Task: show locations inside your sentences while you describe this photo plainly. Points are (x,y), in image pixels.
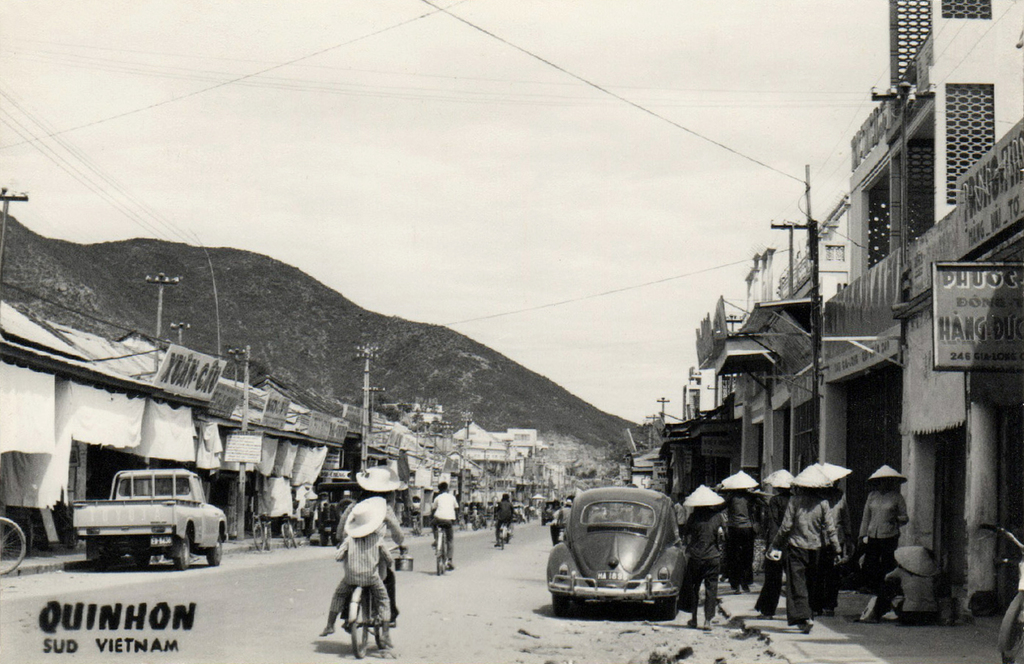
On the right (875,270) there are shops (790,440), people (701,542), car (649,582), cables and boards (955,355). In the middle of the picture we can see vehicles (437,540), people (360,583) on bicycle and road (301,616). On the left (243,428) there are buildings (96,338), boards (247,449), vehicles (110,543), street poles (363,349), cables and hills (352,318). At the top (490,144) there are cables (523,49) and sky (521,224).
